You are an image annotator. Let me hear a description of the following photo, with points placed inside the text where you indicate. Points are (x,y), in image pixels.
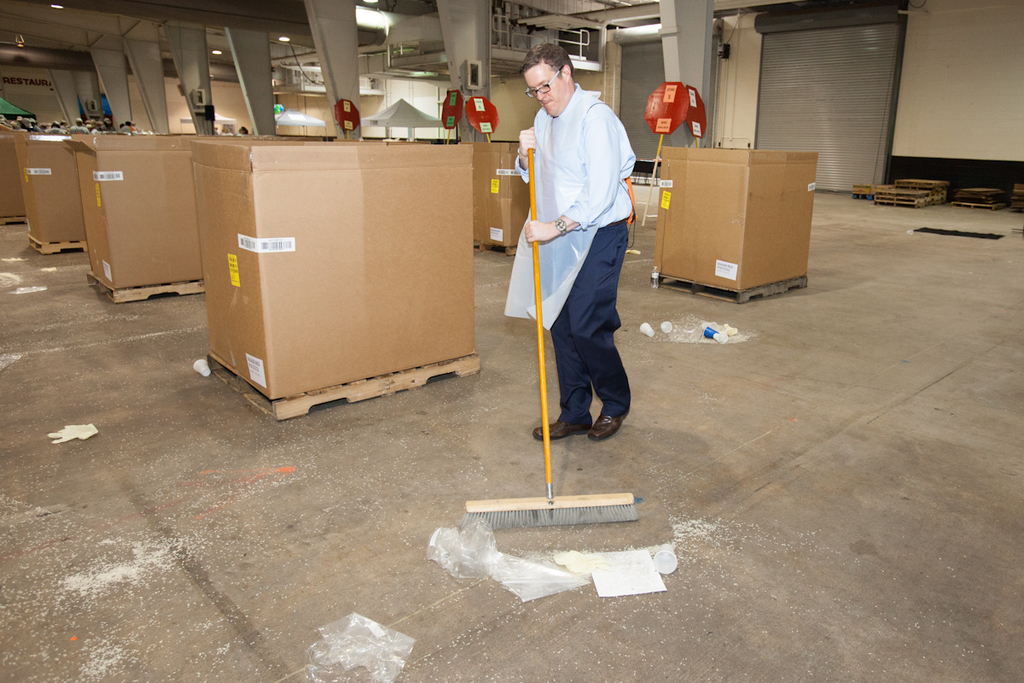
In this image we can see a person (558,169) cleaning the floor (553,547) with a broomstick (582,517). Here we can see papers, plastic covers (573,581), and bottles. There are carton boxes (700,237), rods (662,141), boards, lights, ceiling (211,18), walls (505,108), people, and few objects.
